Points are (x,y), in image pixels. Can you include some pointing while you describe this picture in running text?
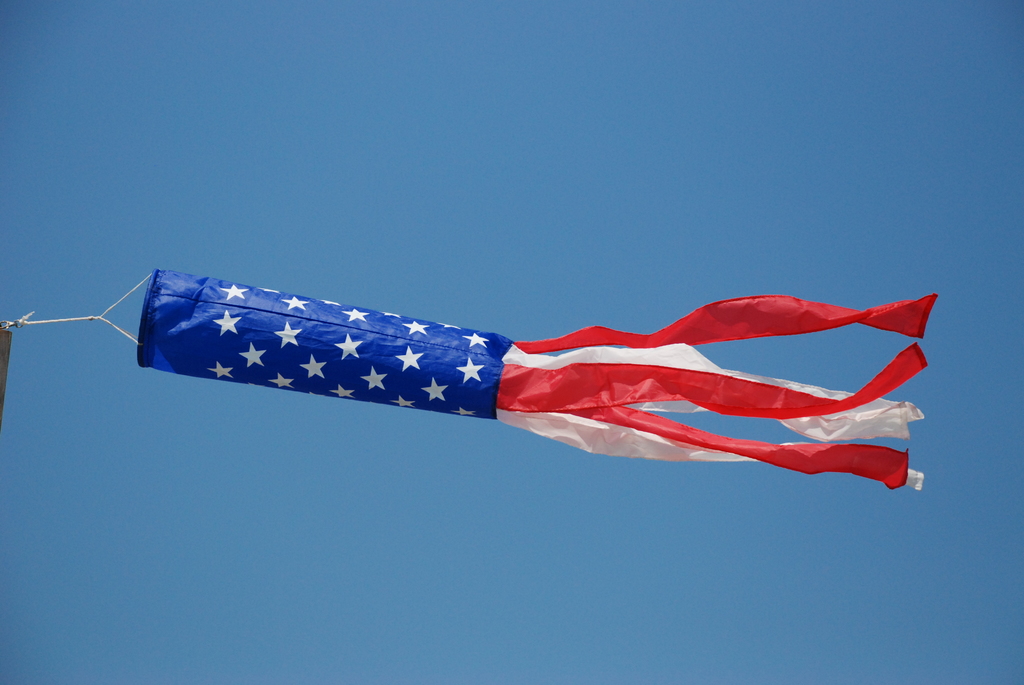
In this image I can see a flag (886,387) which is in blue, white and red color. Background (839,32) the sky (953,509) is in blue color.
